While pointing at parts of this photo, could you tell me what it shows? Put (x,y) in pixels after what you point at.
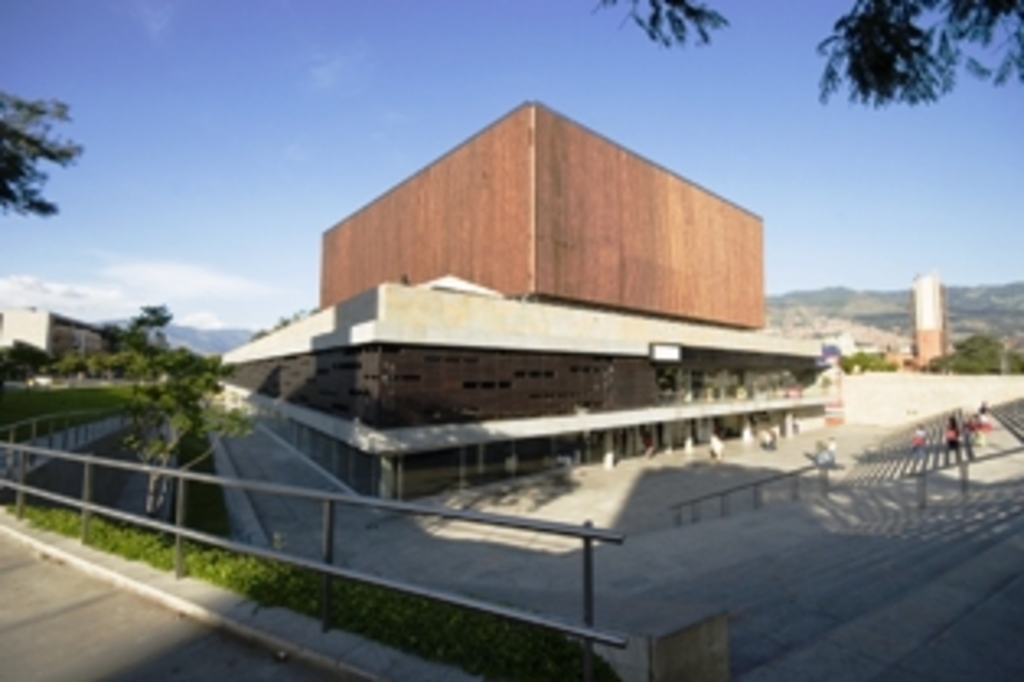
In this picture I can see iron rods (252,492), plants (543,668), trees (958,31), buildings (412,442), hills (891,319), and in the background (776,266) there is sky (904,197).
